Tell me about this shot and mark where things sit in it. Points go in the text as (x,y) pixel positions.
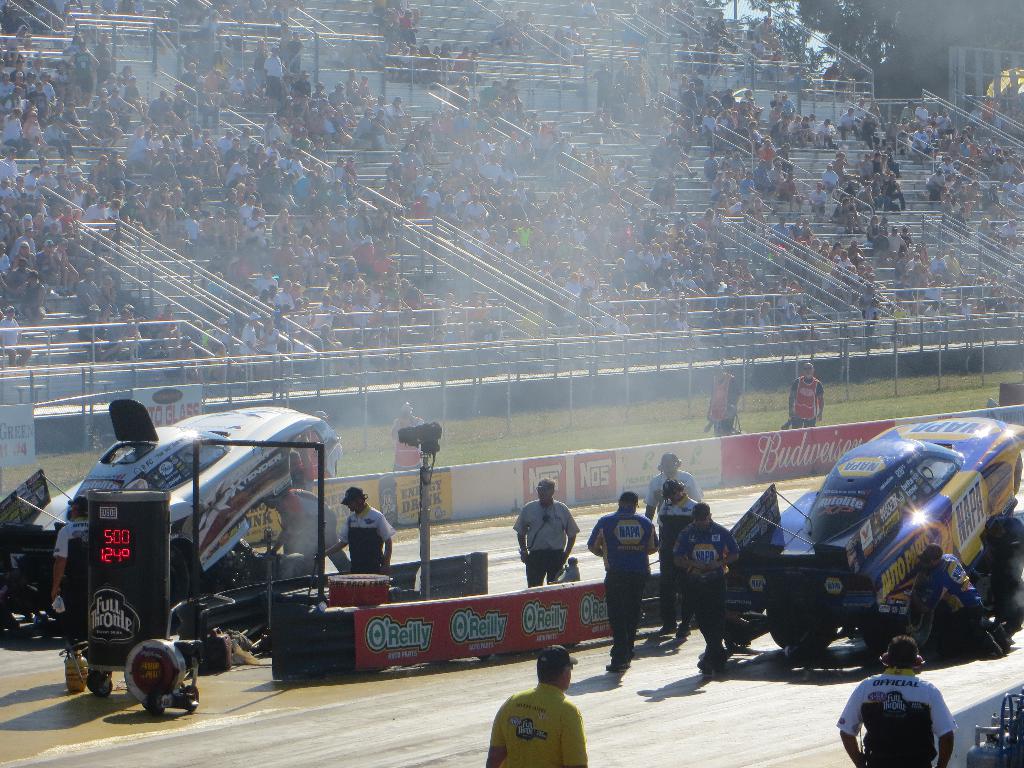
In this picture we can see a group of people (382,520), vehicles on the road (353,719) and in the background (643,371) we can see a fence (557,371), people (13,271), trees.
